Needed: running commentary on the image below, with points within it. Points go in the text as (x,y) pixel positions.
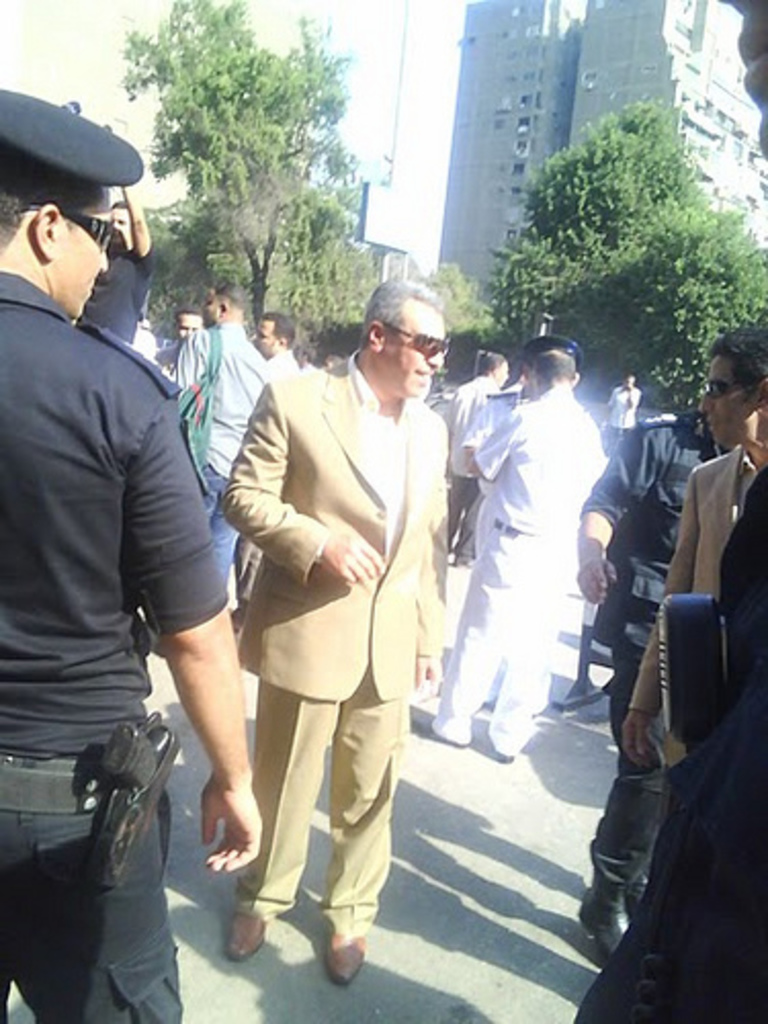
This image consists of many people (43,510) standing on the road (416,951). At the bottom (491,950), there is a road (221,1020). In the background (506,265), there are trees (447,272) along with buildings (488,129). At the top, there is sky (10,28).
